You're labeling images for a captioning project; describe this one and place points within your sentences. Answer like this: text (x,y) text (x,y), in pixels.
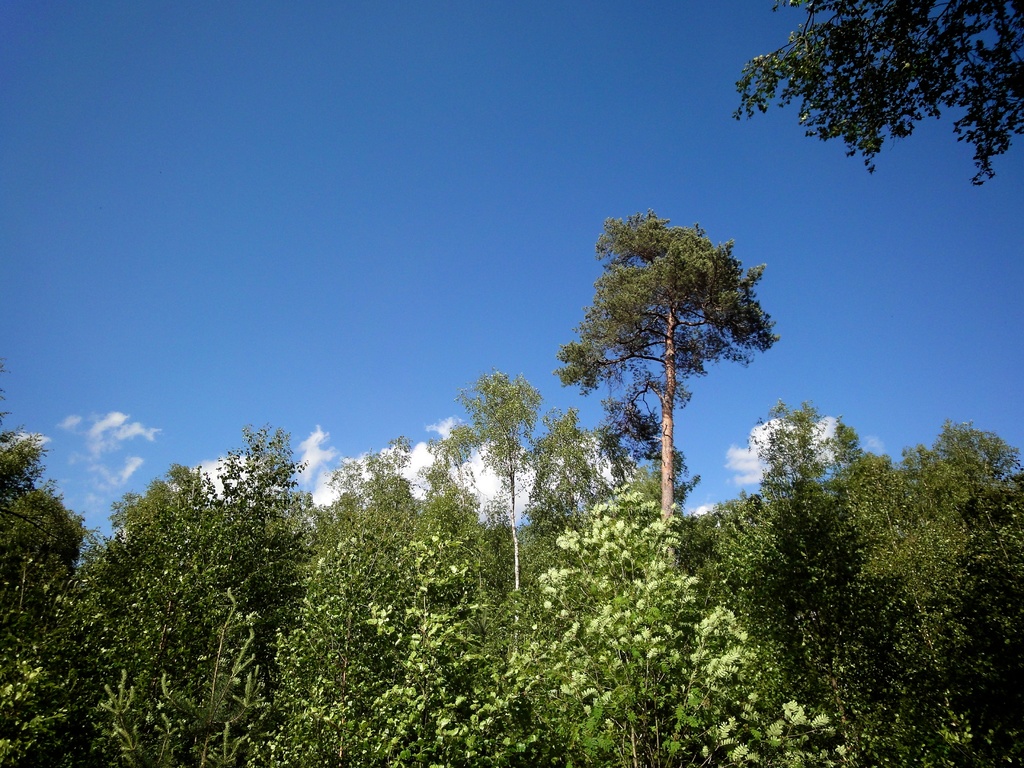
In this image I can see number of trees (522,542). In the background (425,433) I can see clouds (92,431) and the sky (398,189).
